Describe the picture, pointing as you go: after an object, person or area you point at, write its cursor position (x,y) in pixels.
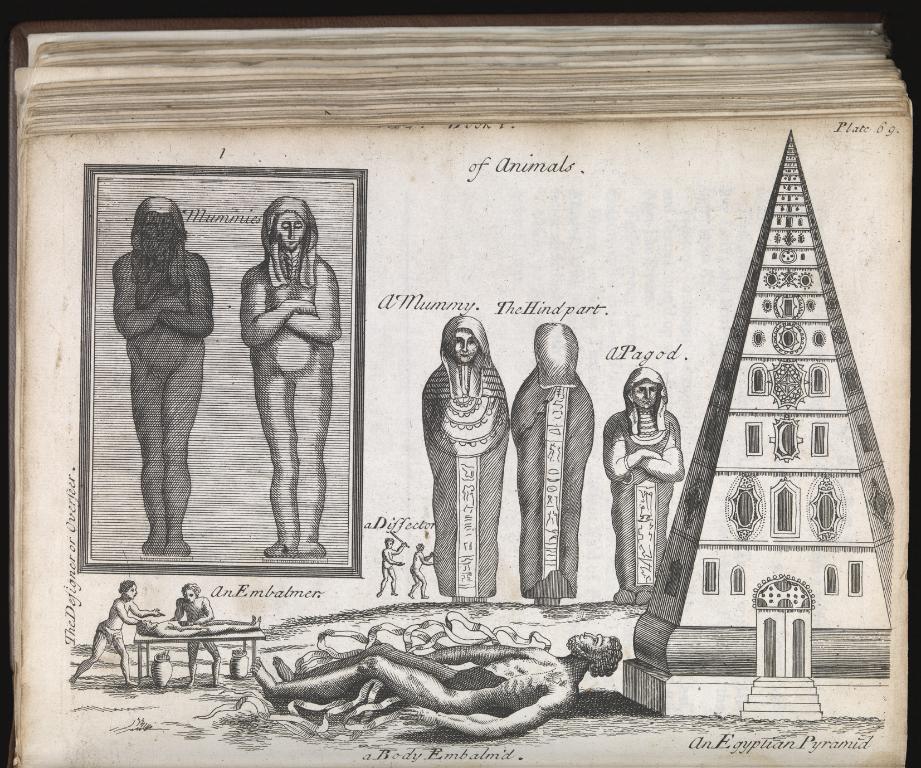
In this picture, we see the book (294,228) and a paper (354,237) on which the mummies (447,415) and a building (689,509) are drawn.
